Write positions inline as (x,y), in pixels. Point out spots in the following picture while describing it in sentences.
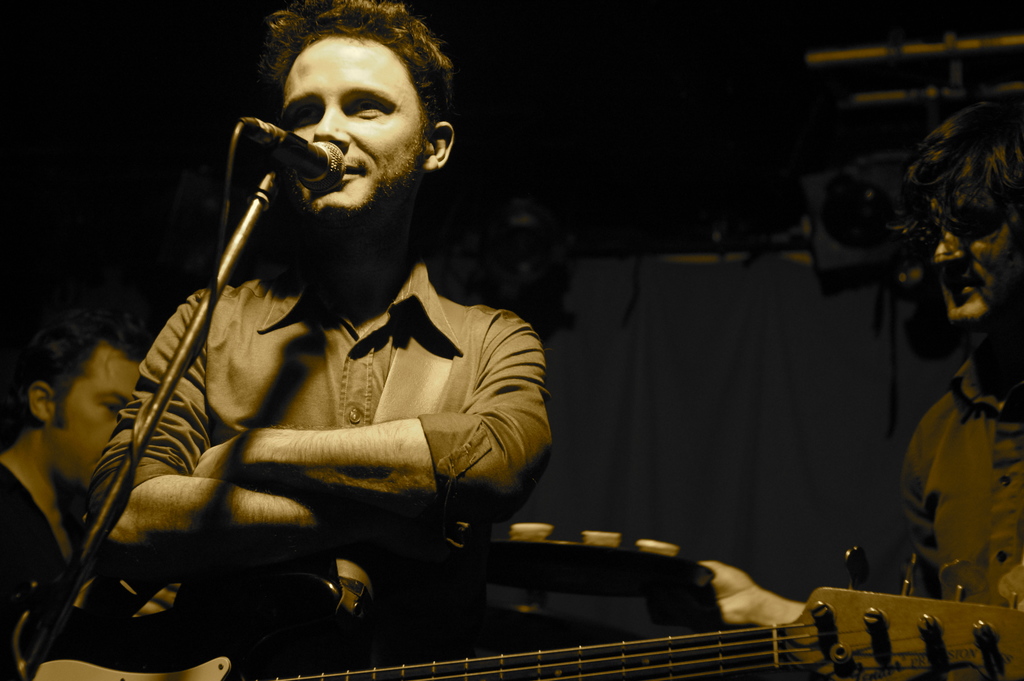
In this picture there is a man (221,545) singing and there is a guitar (258,647) and onto the right there is a person (945,298) standing on the left (31,551) is a person (98,351) sitting.
